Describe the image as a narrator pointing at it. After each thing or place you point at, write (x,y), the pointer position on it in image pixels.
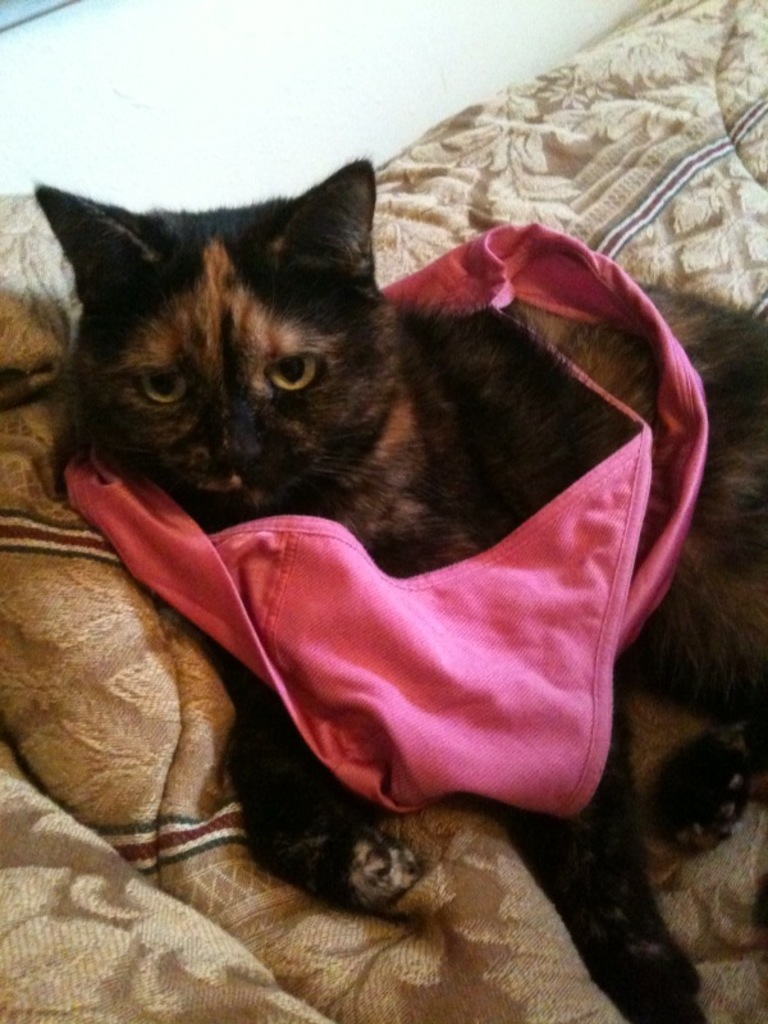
In this image we can see a black color cat (238,768) with a pink color cloth (486,605) on it is lying on the couch (465,182).
